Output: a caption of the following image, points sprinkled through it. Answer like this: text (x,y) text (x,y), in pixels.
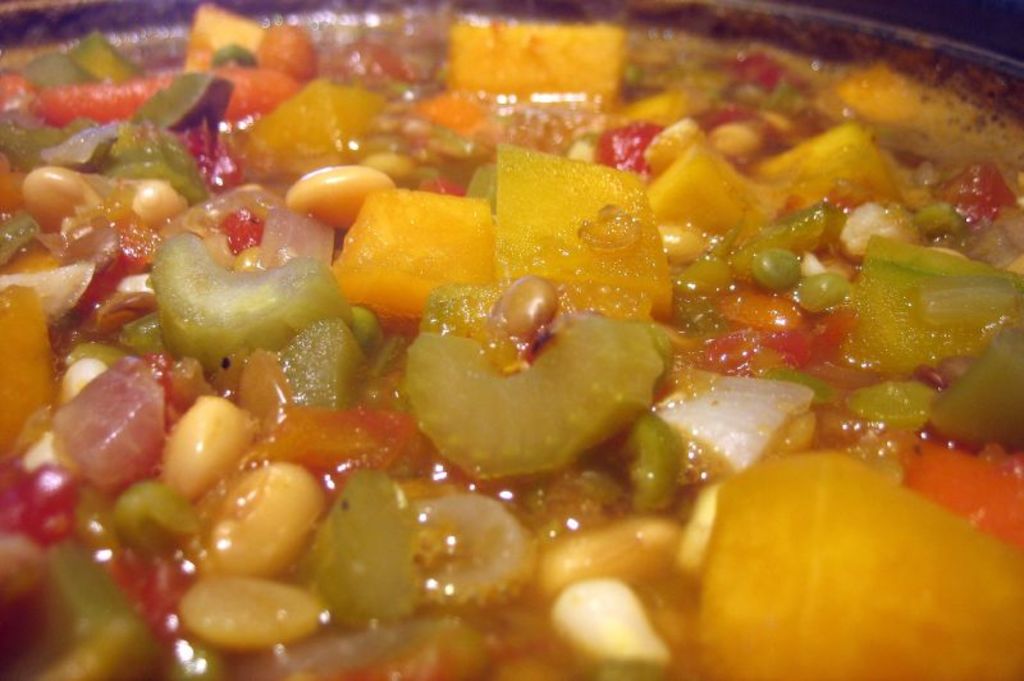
In this image, we can see there are beans (267,471), vegetable pieces (356,325) and other food items (906,132) in a pot (940,45). And the background (960,13) is dark in color.
